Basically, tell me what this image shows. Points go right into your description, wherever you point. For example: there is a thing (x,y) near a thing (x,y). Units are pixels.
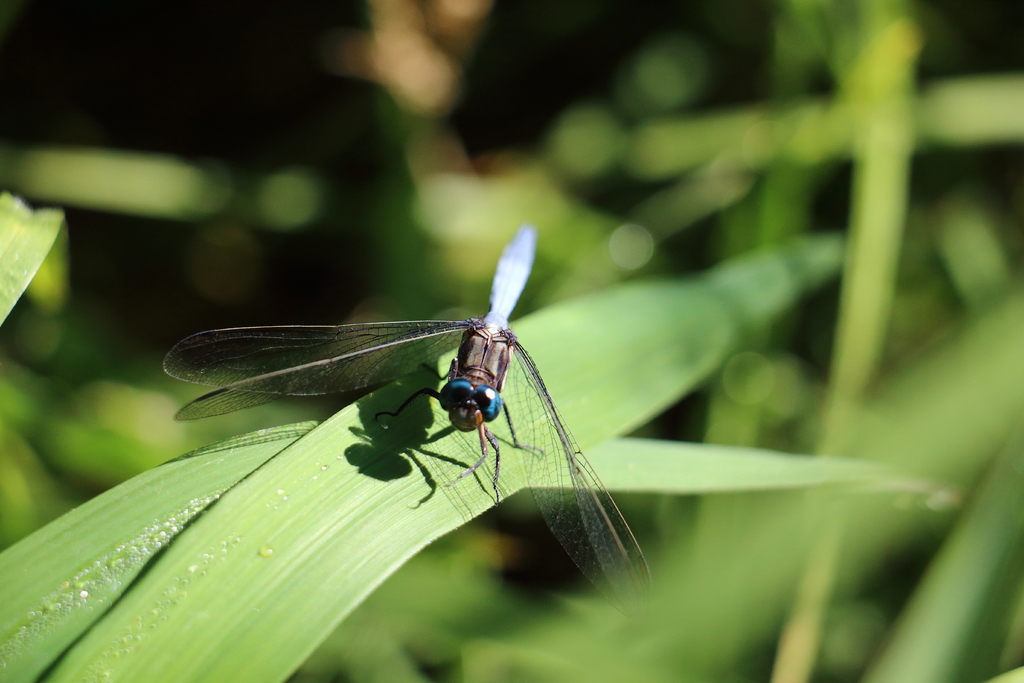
In the picture we can see, full of leaves (994,260) on it, we can see a dragon fly (489,377) with wings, eyes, legs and abdomen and behind it also we can see many leaves (876,244) which are not clearly visible.
